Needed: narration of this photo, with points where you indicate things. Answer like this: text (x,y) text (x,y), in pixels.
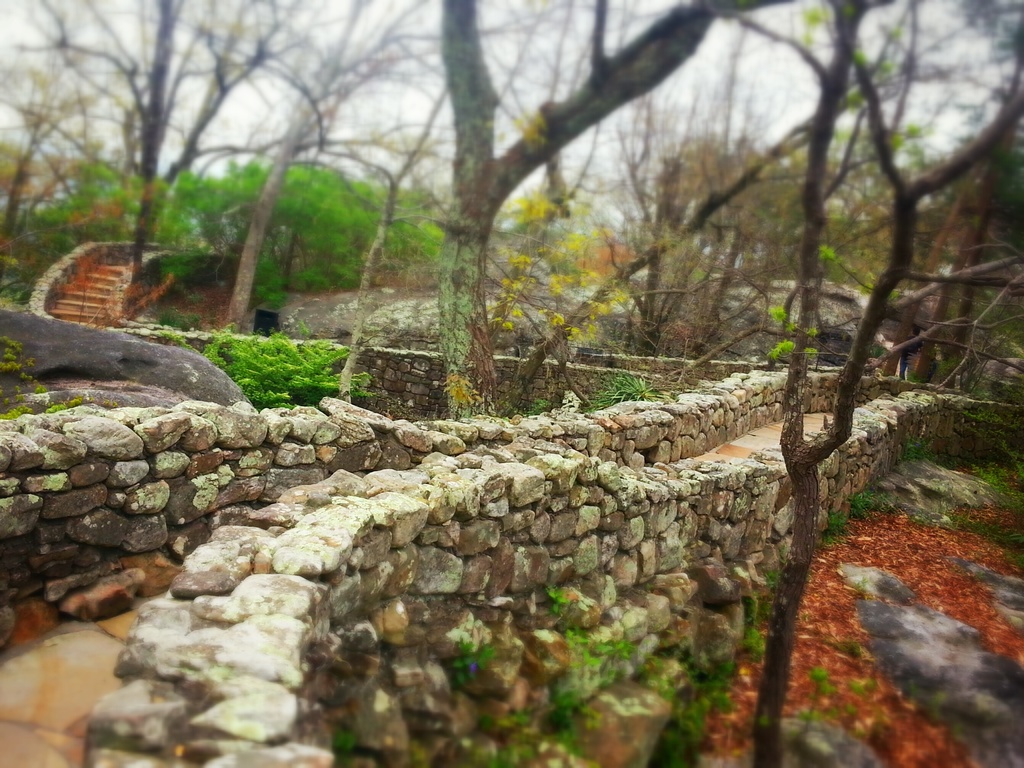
At the bottom of the image (416,562) there is a stone wall (541,529). In the background (401,227) there are trees (695,324). On the left (94,287) there are stairs (99,274).
